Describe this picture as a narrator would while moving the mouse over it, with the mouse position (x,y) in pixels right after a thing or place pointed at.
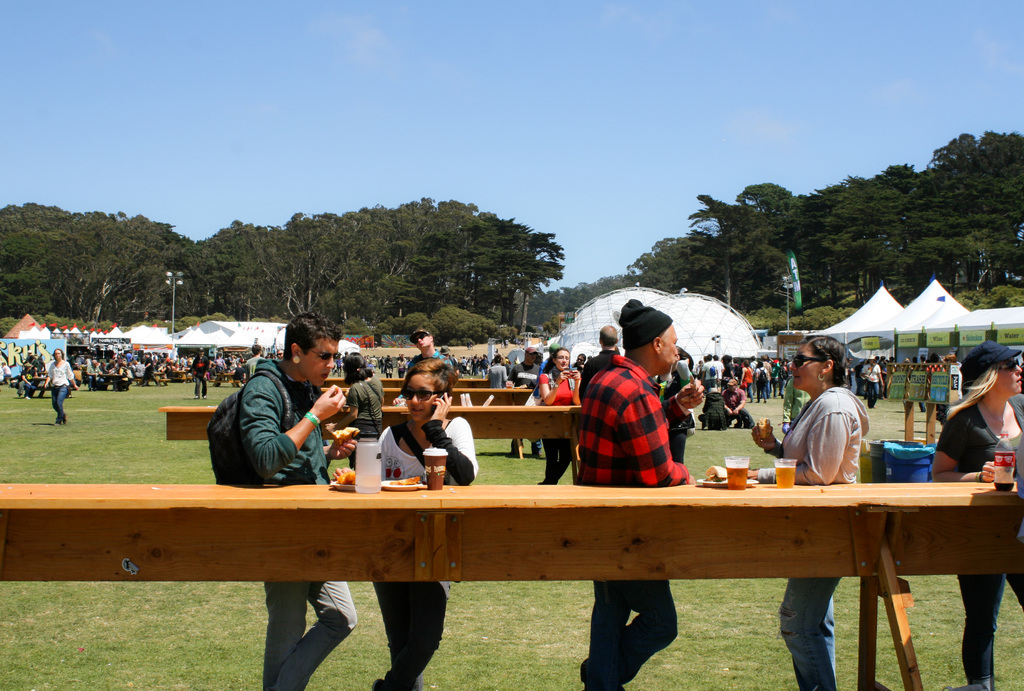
In this image there are people (613,433) and we can see tents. There are benches (487,512) we can see glasses (790,462), plates (412,485) and some food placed on the bench (572,509). In the background (308,309) there are trees (449,241) and poles (784,286). At the top (388,120) there is sky (245,97).
